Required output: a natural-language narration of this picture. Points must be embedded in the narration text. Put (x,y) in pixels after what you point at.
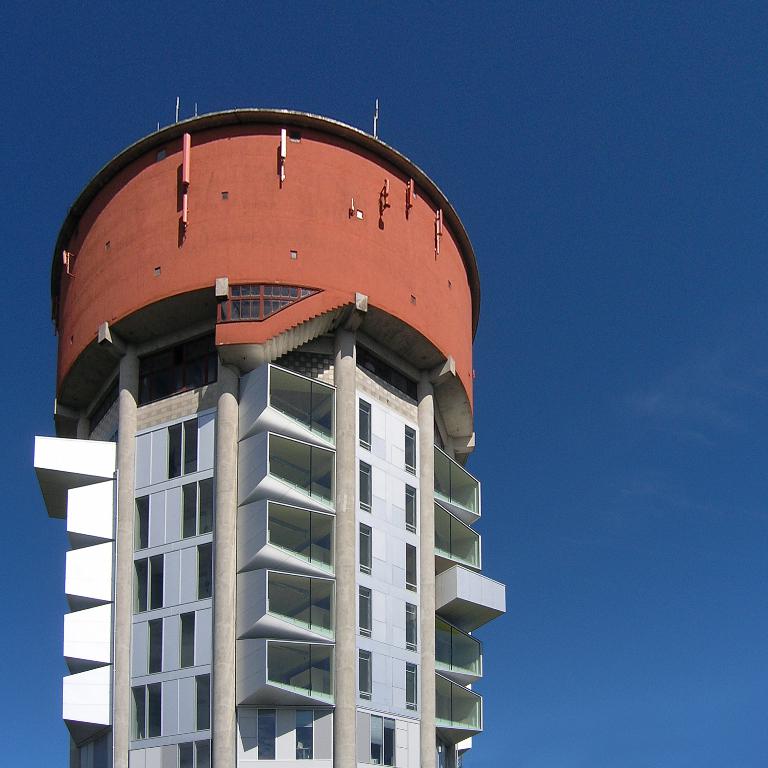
In this picture we can see a building (284,645) in the front (284,645), there are windows (412,440) of the building (421,492), we can see the sky (592,166) at the top of the picture (595,130).
